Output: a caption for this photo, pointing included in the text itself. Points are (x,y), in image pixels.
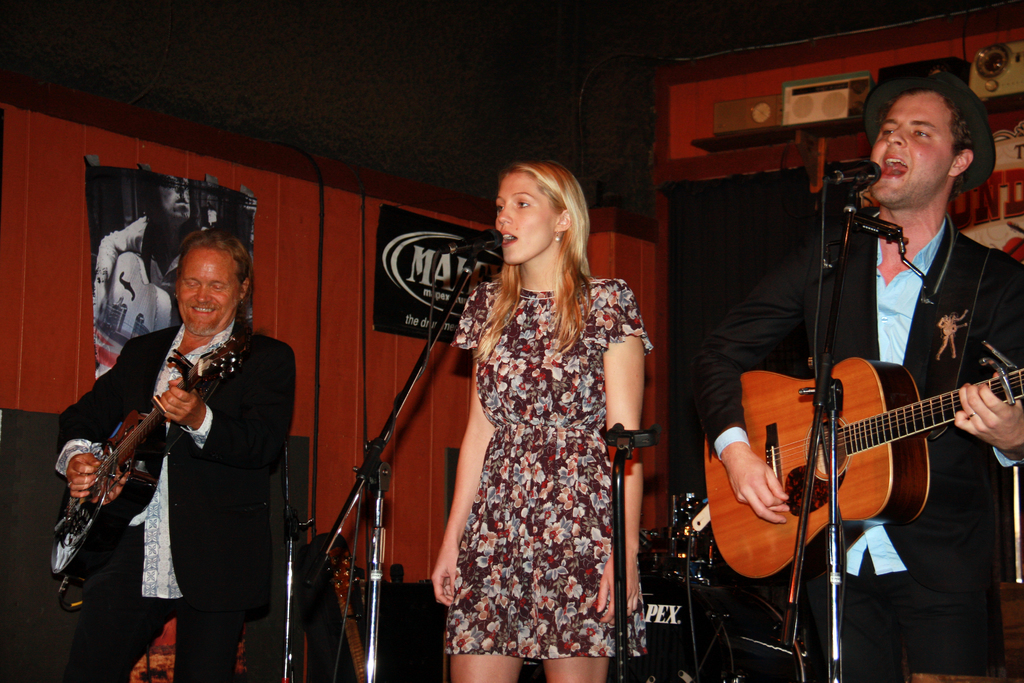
There is a woman (500,450) who is standing at the center (532,391) and she is singing. There is a man (883,347) who is holding guitar (752,381) in his hands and he is singing and he is right to a woman (648,346). There is a man (242,288) who is left to woman (518,217) he also holding guitar (202,358) in his hands (189,405) and he is smiling.
